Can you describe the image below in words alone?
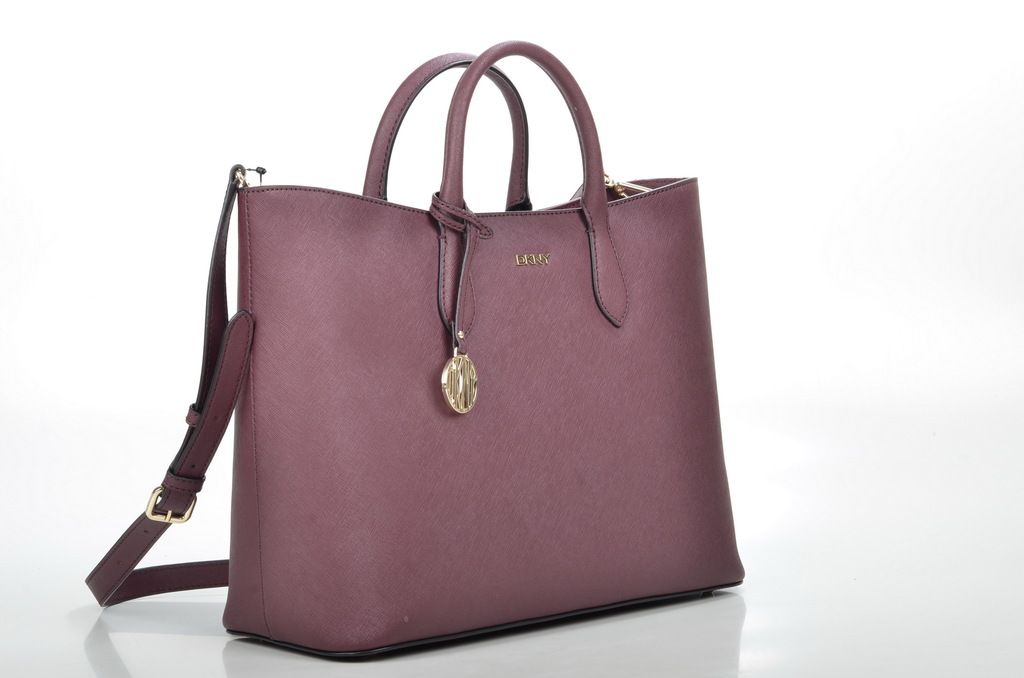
In this image I see a bag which is of maroon in color.
